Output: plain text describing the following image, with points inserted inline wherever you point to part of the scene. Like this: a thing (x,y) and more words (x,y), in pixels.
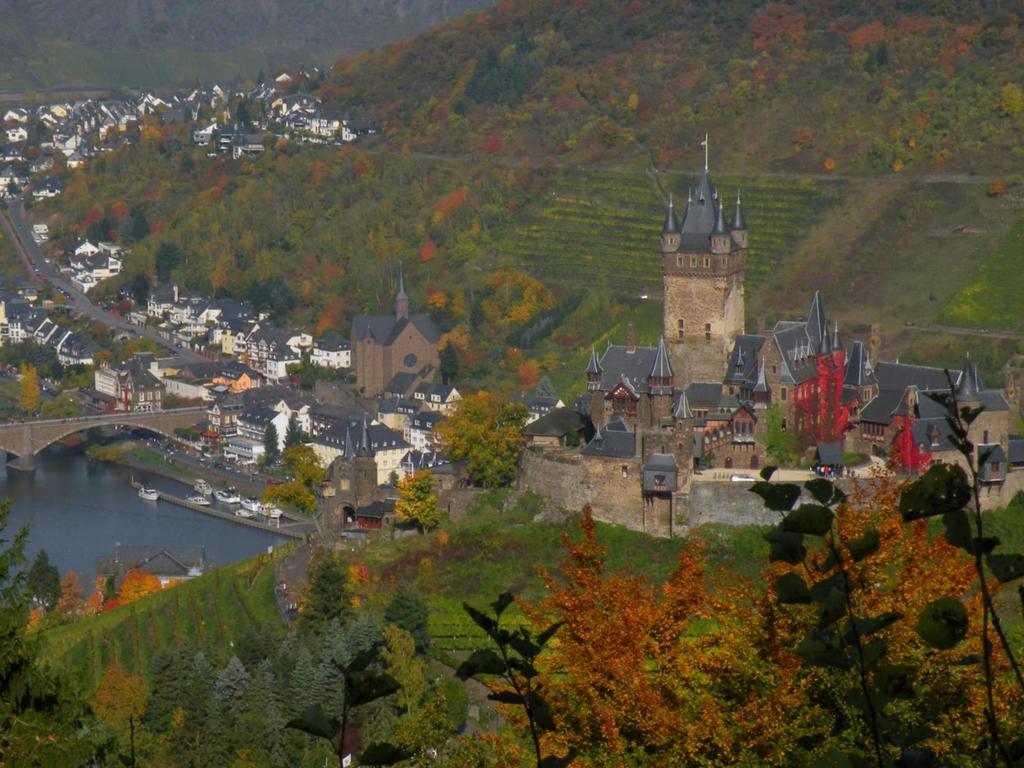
In this image I can see outer view of city (685,364) and I can see the hill (733,212), buildings (727,308), tower (732,320), bridge (14,428), lake (73,486), trees (116,448).
